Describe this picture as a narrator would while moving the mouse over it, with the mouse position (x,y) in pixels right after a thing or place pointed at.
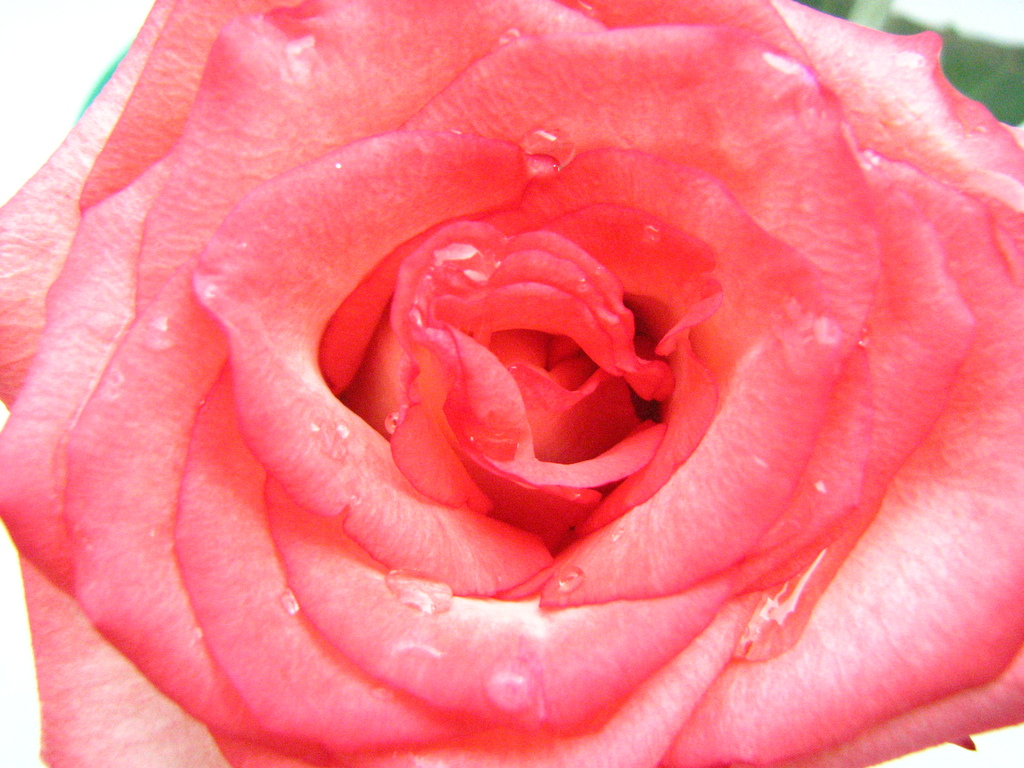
In this picture we can see a flower (906,365).
